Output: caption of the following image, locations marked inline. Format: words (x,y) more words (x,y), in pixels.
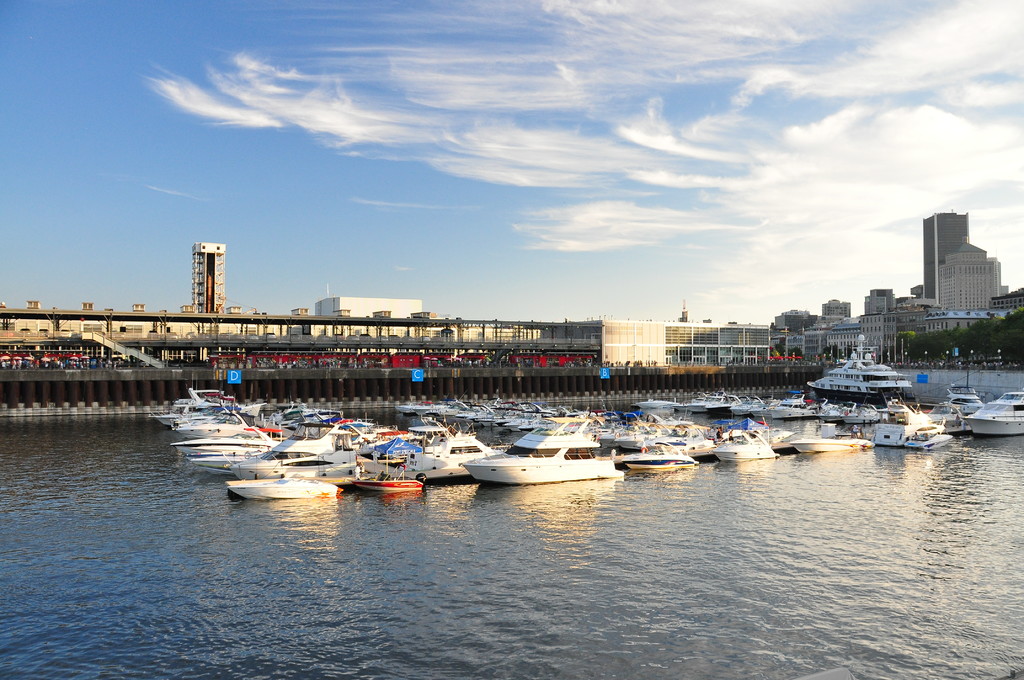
In this image I can see few ships (184,412), water (710,582), buildings (930,258), trees (1006,348) and blue color boards (606,373) on the pillars (104,391). The sky (150,188) is in blue and white color.
